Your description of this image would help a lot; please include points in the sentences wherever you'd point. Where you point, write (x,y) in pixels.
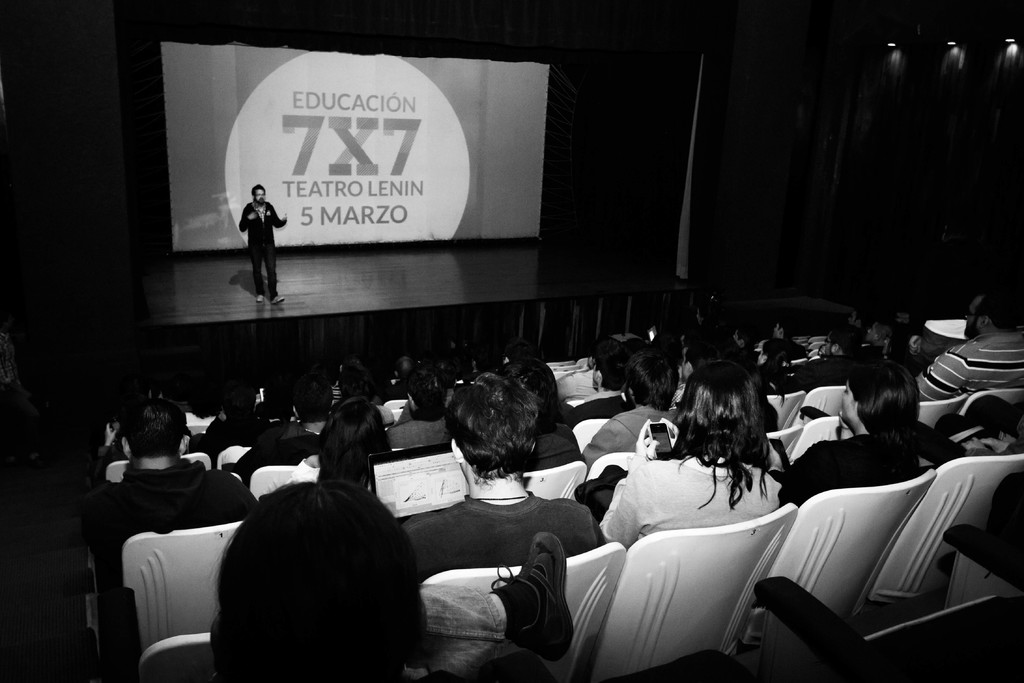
This is a black and white image. In this image we can see a group of people (482,510) sitting on the chairs (530,485). We can also see a person (276,300) standing on the stage (285,339), a banner (184,210) with some text (345,180) on it and some lights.
